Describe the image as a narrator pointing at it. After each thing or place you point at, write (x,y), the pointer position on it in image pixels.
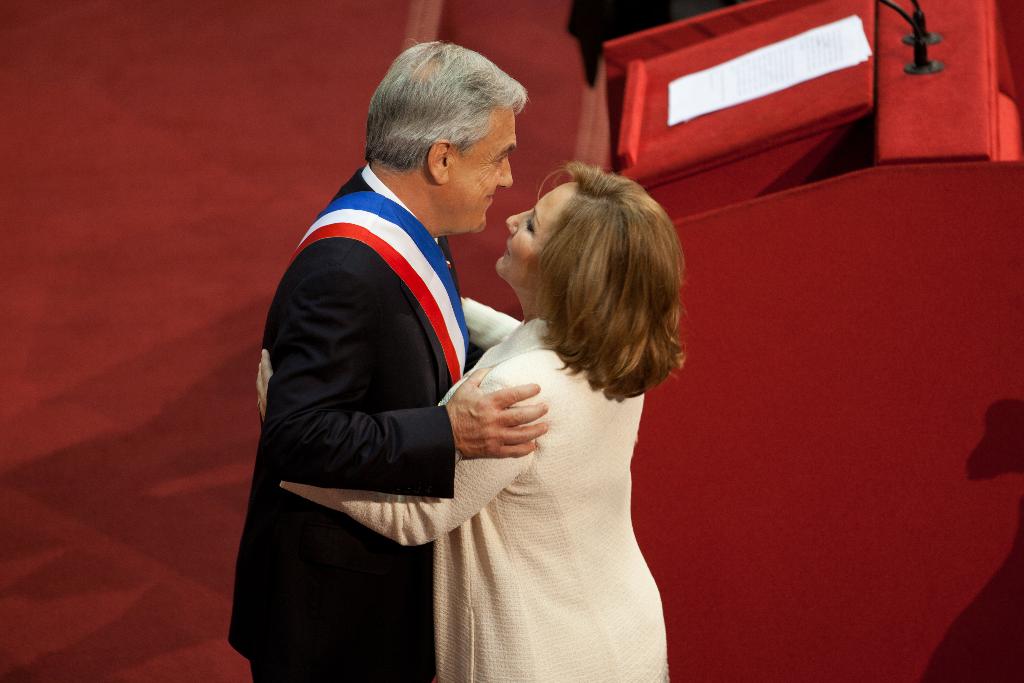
In the image there is a man (522,393) and a lady (590,492) standing and facing each other. On the man (484,411) there is a cloth (377,239) which is in red, white and blue color. There is a red color background (352,130). And also there is a podium (707,148) with papers (855,36) and mic stands (917,21).
